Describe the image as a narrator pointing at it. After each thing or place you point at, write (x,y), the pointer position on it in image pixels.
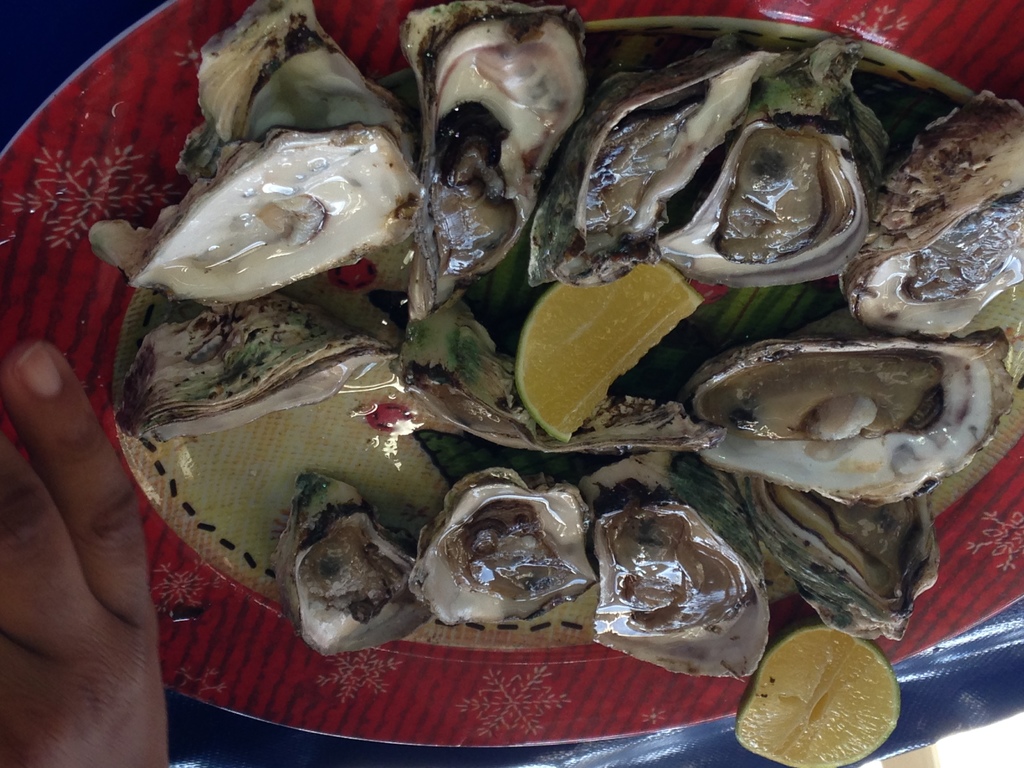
In this image we can see some food item (485,102) which is in red color plate (209,473) and we can see some lemon pieces (761,673) in it.
